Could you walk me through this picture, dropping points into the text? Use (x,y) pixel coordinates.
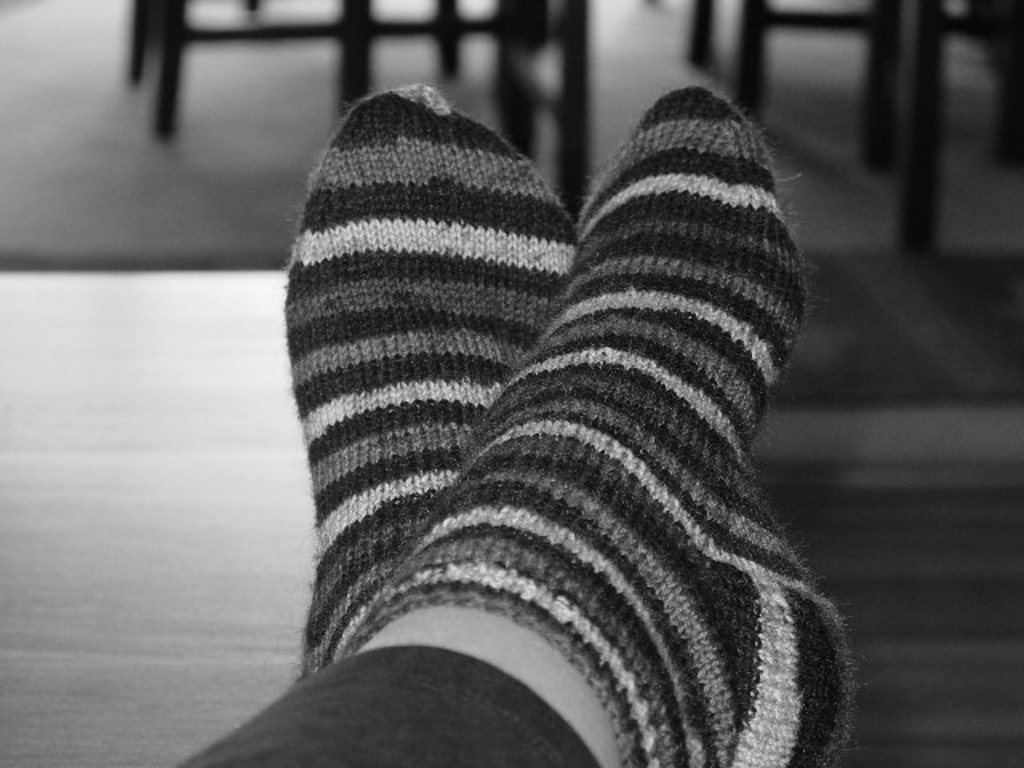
This is a black and white image. In this image we can see a person feets (581,442) with socks (506,461). In the background (214,495) it is blurred.
